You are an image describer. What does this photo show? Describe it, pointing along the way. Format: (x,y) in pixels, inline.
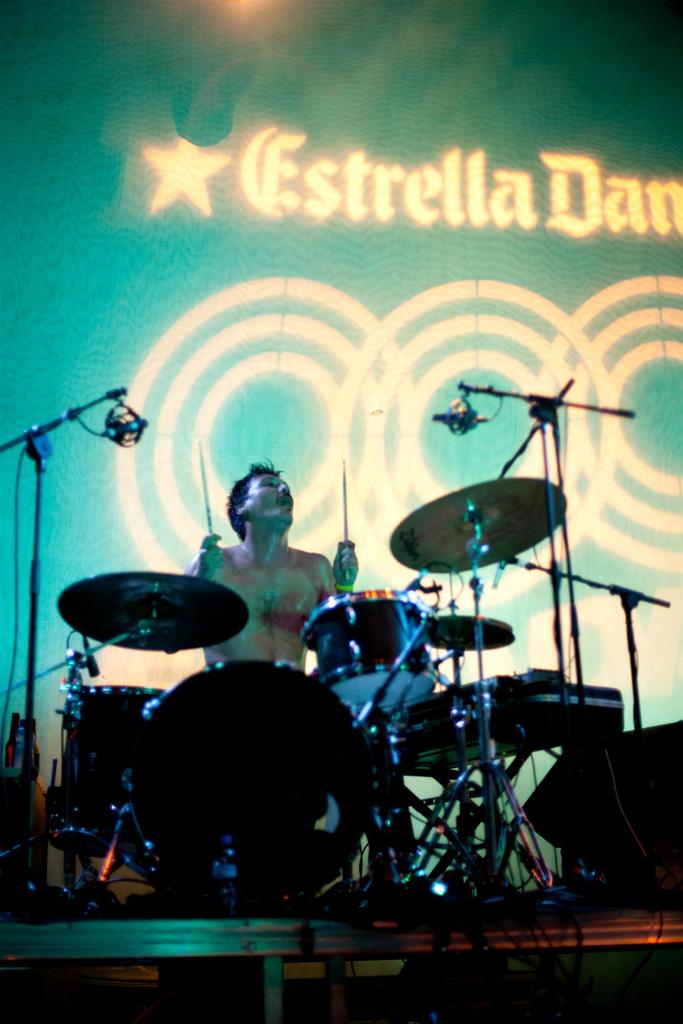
In the center of the image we can see one stage (430,933). On the stage (541,890), we can see one person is holding some objects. In front of him, we can see a few musical instruments (289,721) and a few other objects (672,801). In the background (652,483) there is a banner (618,477). On the banner (167,501), we can see some text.
